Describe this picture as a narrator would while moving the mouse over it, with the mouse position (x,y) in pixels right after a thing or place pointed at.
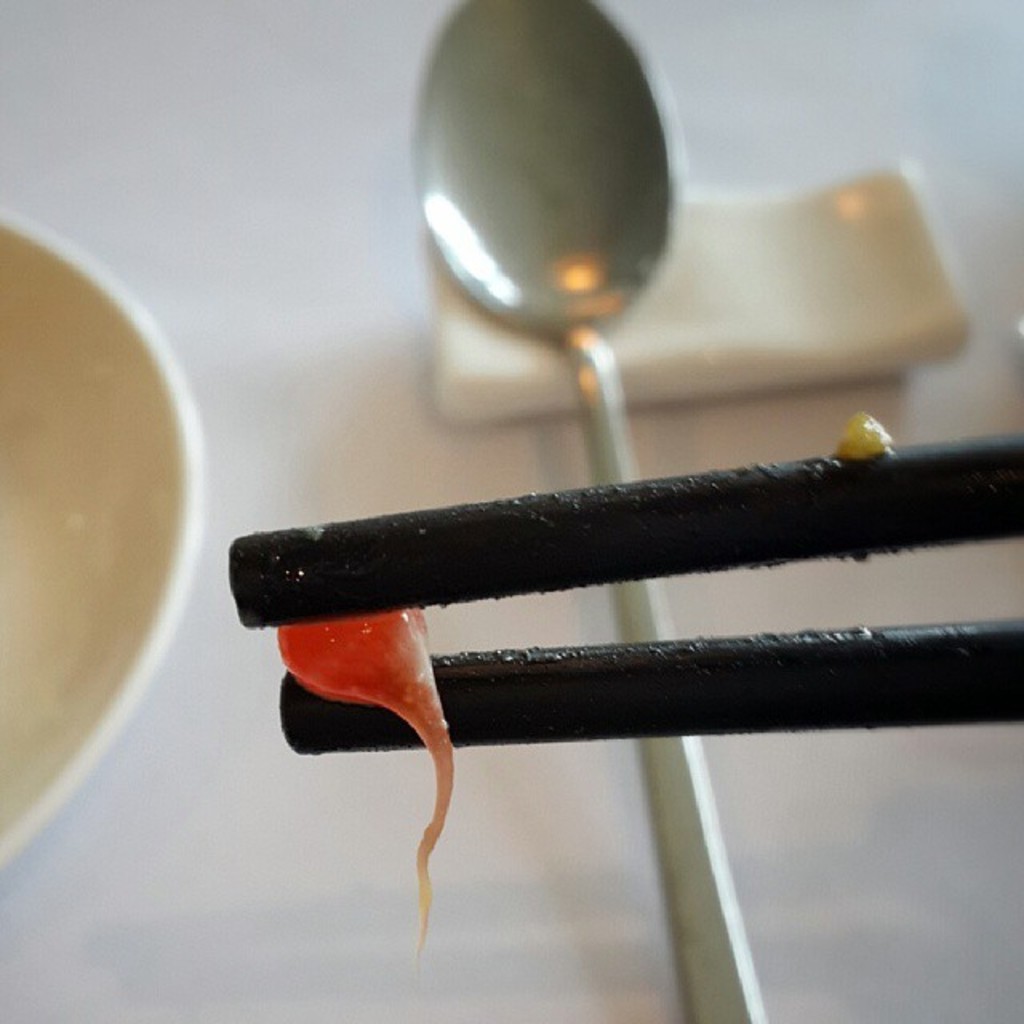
In this picture we can see a bowl (82,409), spoon (439,135), chopsticks (519,548) and in between chop sticks (377,577) we have a red color food piece (440,775), spoon rest (713,345).
